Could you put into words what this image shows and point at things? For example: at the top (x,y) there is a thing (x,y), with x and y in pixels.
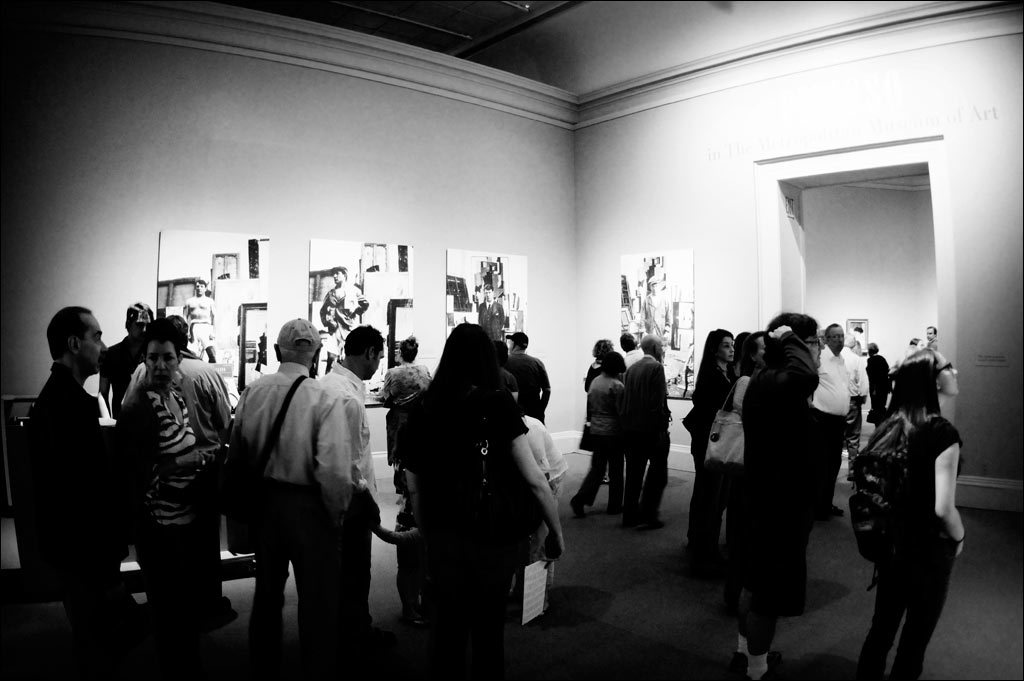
This is a black and white image and here we can see people (458,355) and some are wearing bags (880,504) and holding objects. In the background (555,248), there are boards (634,294) on the wall (476,188). At the bottom (535,634), there is a floor (550,636).
